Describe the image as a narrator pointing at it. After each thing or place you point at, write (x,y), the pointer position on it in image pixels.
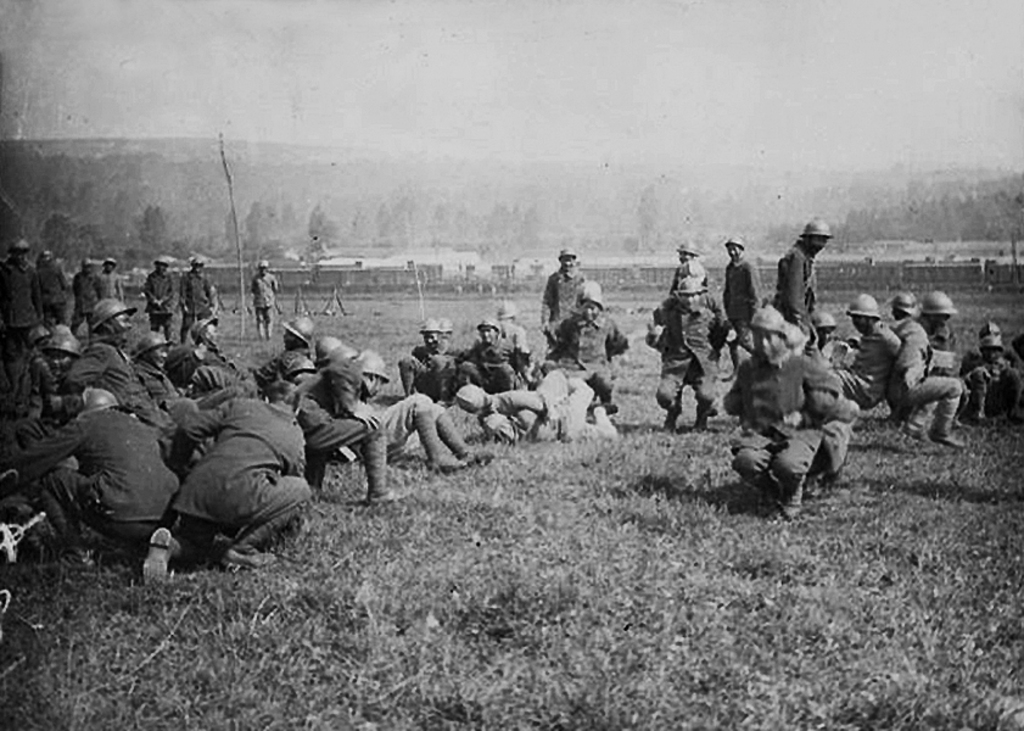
This is a black and white image. In the center of the image (429,332) there are people (95,428) wearing helmets (155,342). At the bottom of the image (462,601) there is grass (719,585). In the background of the image (323,203) there are trees (227,229).
